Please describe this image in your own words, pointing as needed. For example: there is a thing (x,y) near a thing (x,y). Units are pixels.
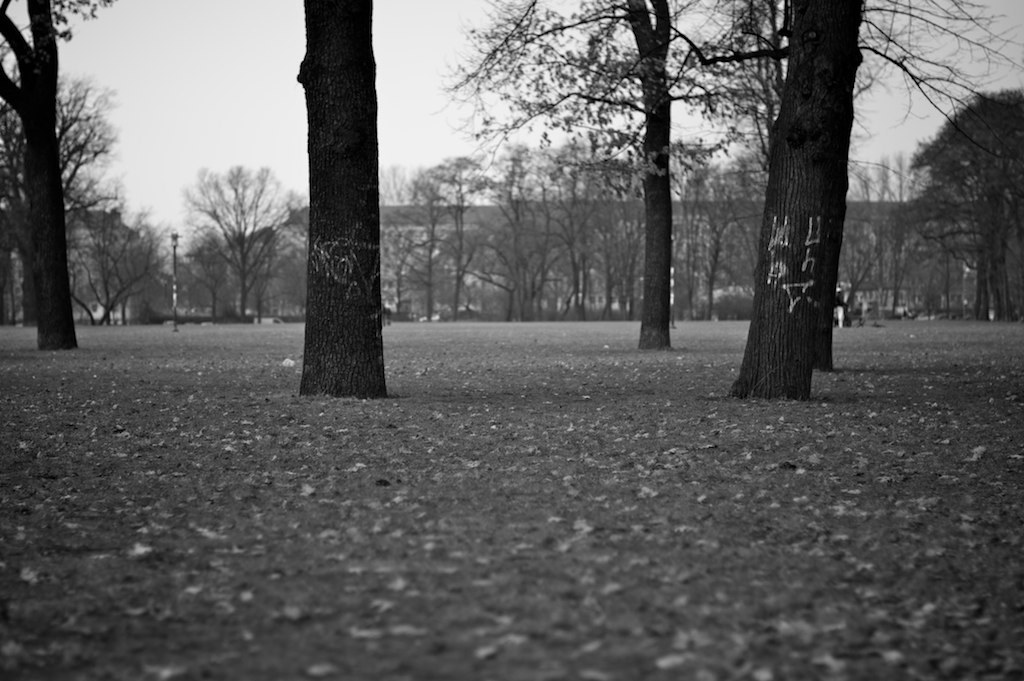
In the picture I can see trees (501,259), street lights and some other objects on the ground (430,428). In the background (424,72) I can see the sky (411,72). This picture is black and white in color.
